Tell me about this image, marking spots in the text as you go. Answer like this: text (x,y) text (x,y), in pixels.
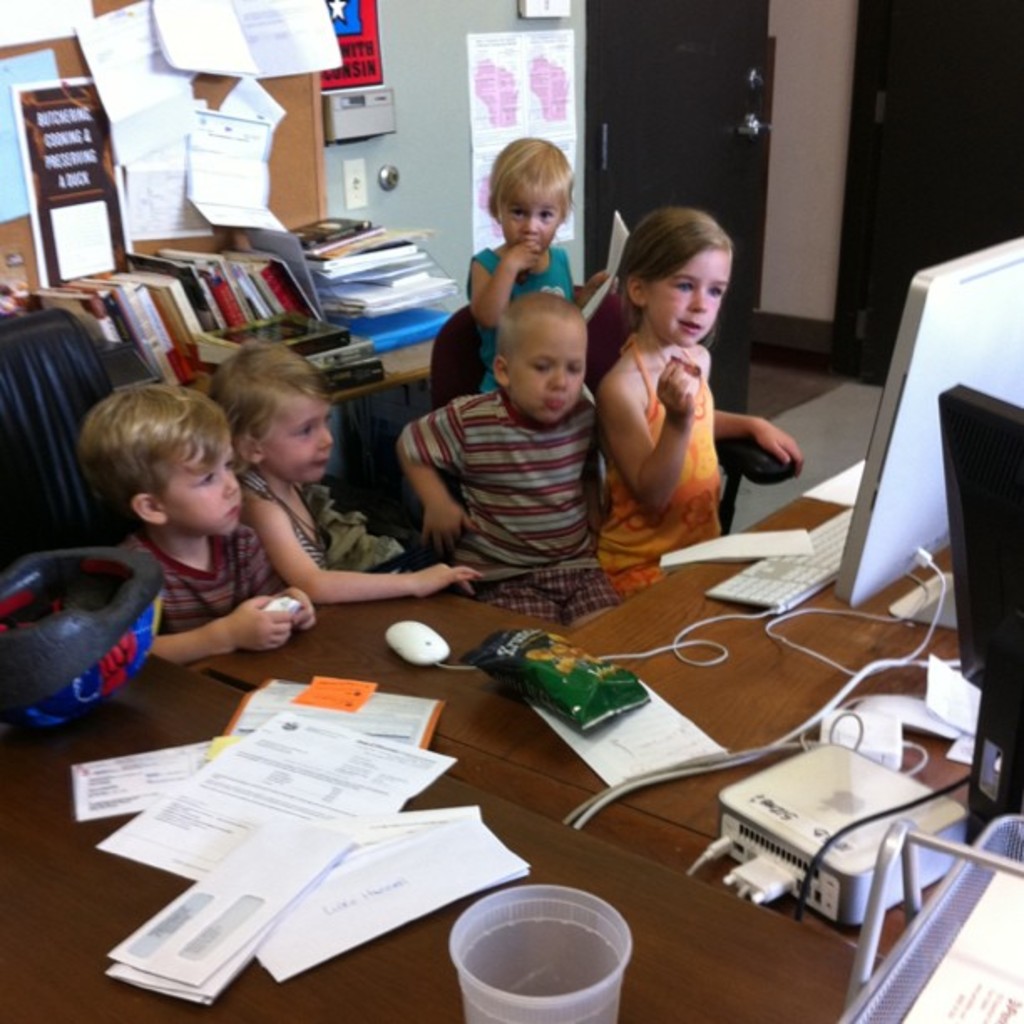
In this image, there is an inside view of a room (549,60). There are some kids (632,254) wearing colorful clothes (544,454). There is monitor (941,332) and keyboard (834,564) on the right side of the image (819,566). There is a helmet (76,595) on the left side of the image (55,566). There are some books (93,284) on the top left of the image (77,312). There are some papers (127,970) and cup (572,921) in the bottom left of the image (278,890).
